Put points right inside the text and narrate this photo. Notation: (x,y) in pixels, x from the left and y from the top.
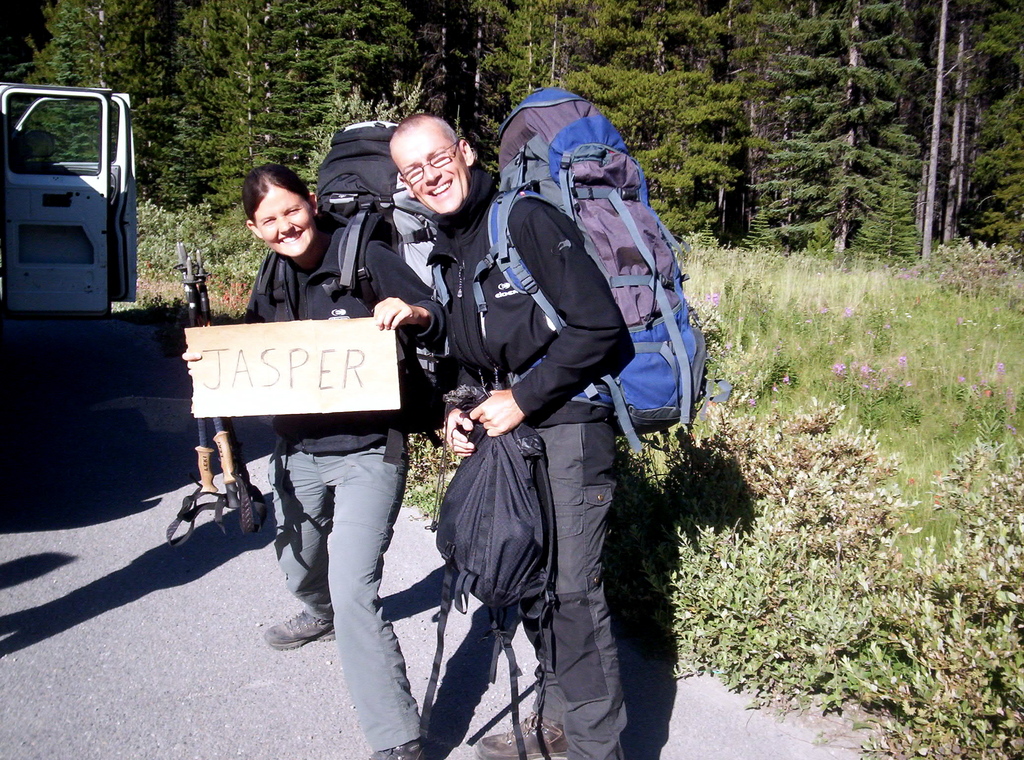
These two persons (481,325) are standing and smiling, wear bags (402,257) and holding objects (495,494). We can see vehicles (85,276) on the road (83,486). On the background (262,83) we can see trees (400,3), plants (879,578).
